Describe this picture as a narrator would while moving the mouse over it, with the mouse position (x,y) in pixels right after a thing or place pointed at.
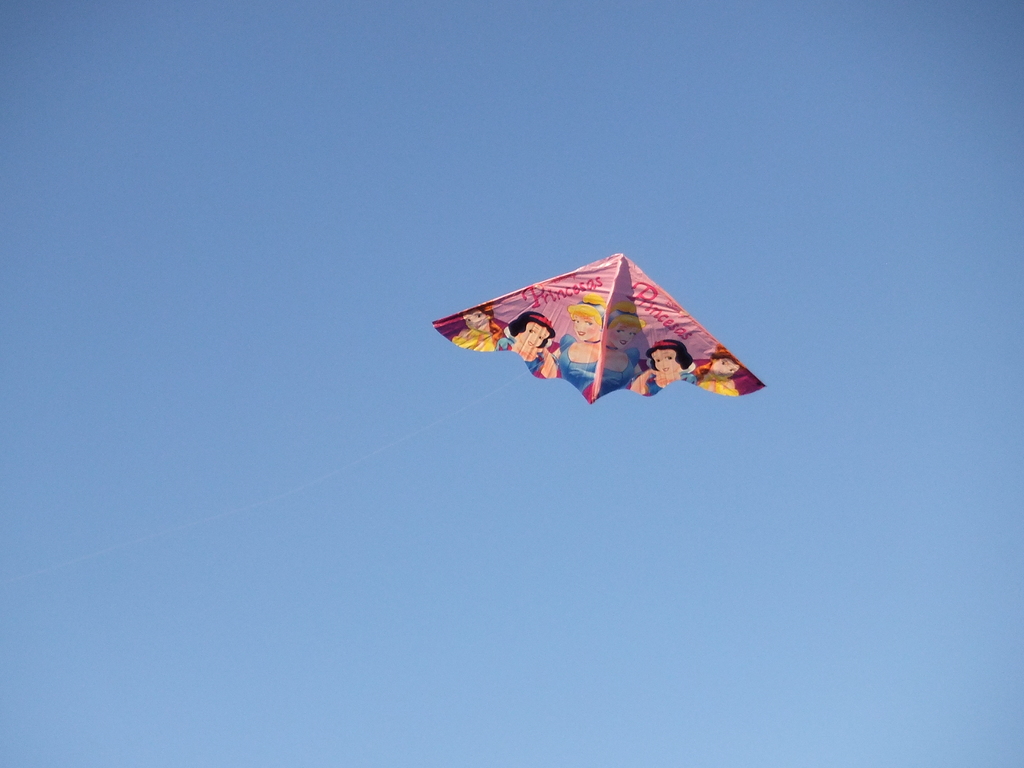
In the foreground of this image (438,319), there is a kite (698,339) in the air (535,464). In the background (245,271) there is sky (163,260).
